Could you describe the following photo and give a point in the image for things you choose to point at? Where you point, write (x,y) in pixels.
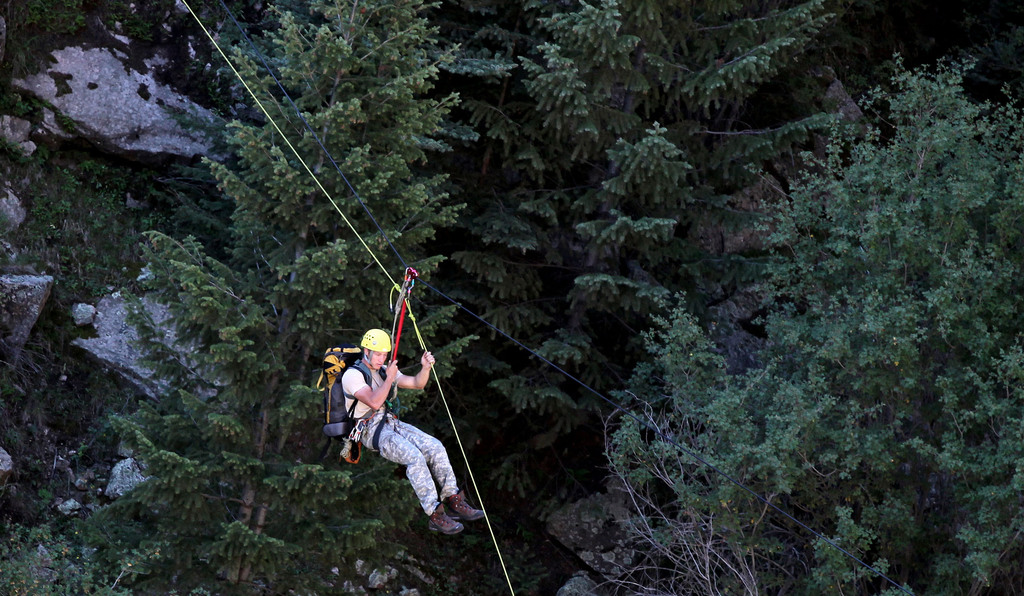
In this image we can see a person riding on the ropeway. In the background (454,175) we can see rocks (126,102) and trees (453,168).
